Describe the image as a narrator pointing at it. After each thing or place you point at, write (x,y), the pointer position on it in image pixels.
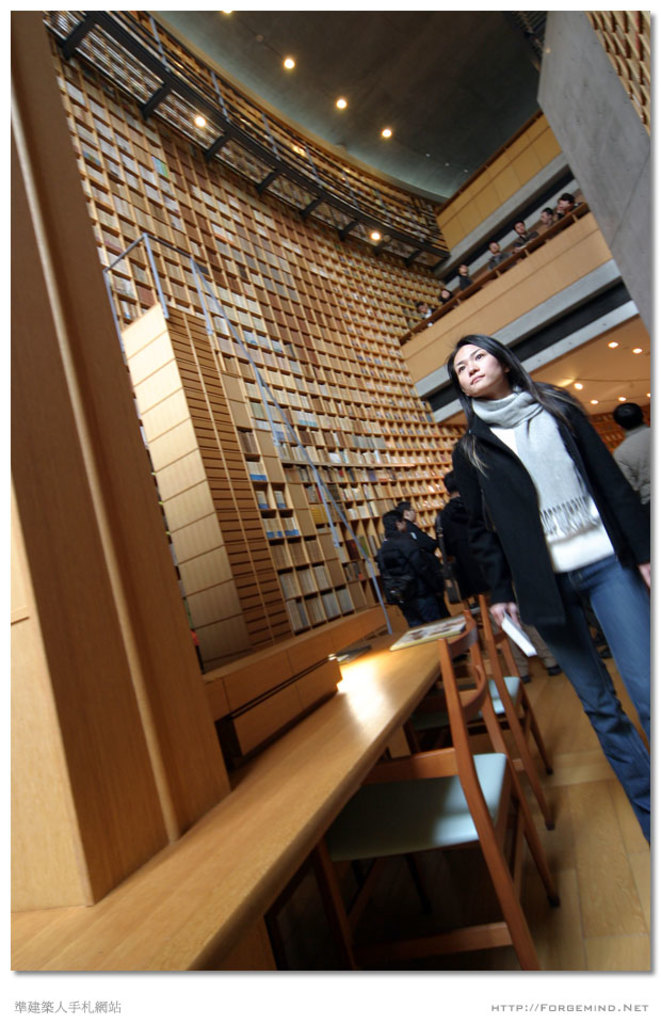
In this picture we can see there are groups of people (485,472) standing. On the left side of the women (526,566) there are chairs (451,701) and a table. On the left side of the people (482,427), those are looking like books (427,274) in the racks (395,313). At the top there are ceiling lights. On the image there are watermarks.
